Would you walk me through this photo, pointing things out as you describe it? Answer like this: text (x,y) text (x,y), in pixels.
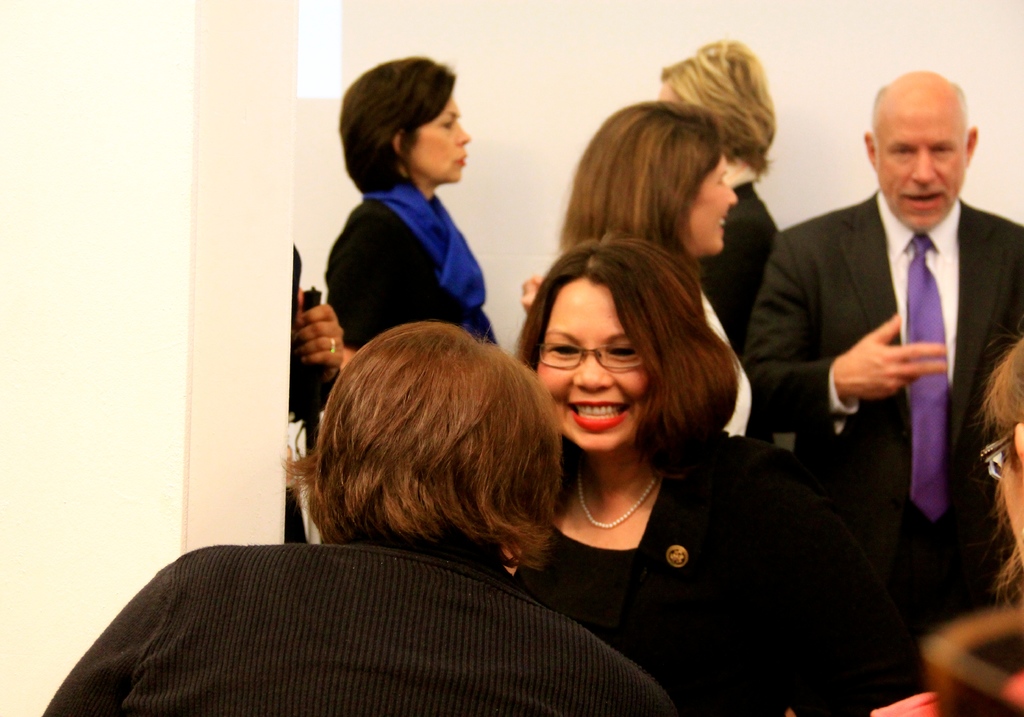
In this image there are people (628,414). In the background (504,137) there is a wall (497,61).
